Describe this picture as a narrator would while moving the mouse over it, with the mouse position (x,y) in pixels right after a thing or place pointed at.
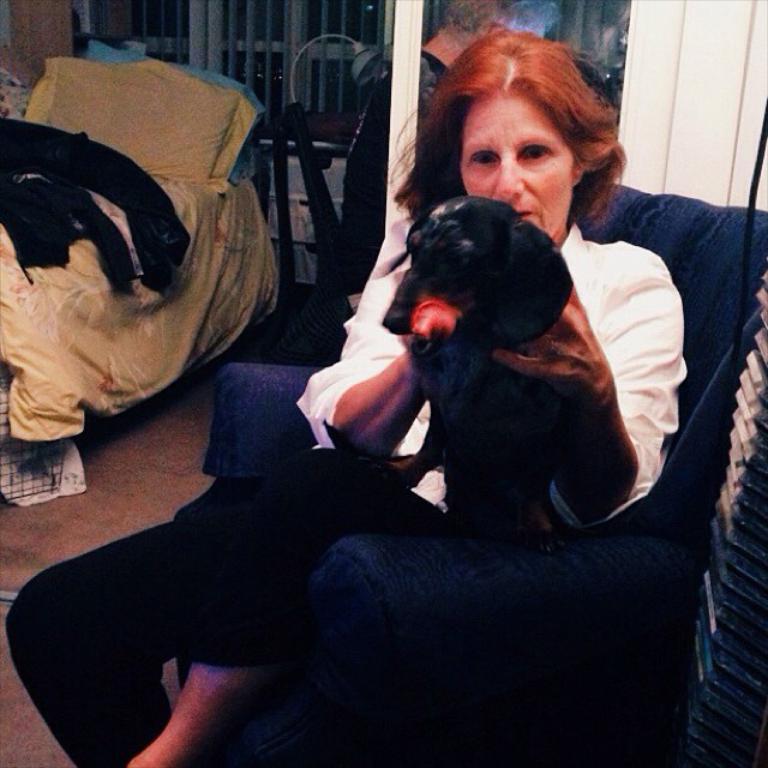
In this picture we can see a woman (189,744) who is sitting on the chair (501,705). This is dog (539,420). There is a bed (201,192) and this is pillow (238,149). And this is floor (147,477).
